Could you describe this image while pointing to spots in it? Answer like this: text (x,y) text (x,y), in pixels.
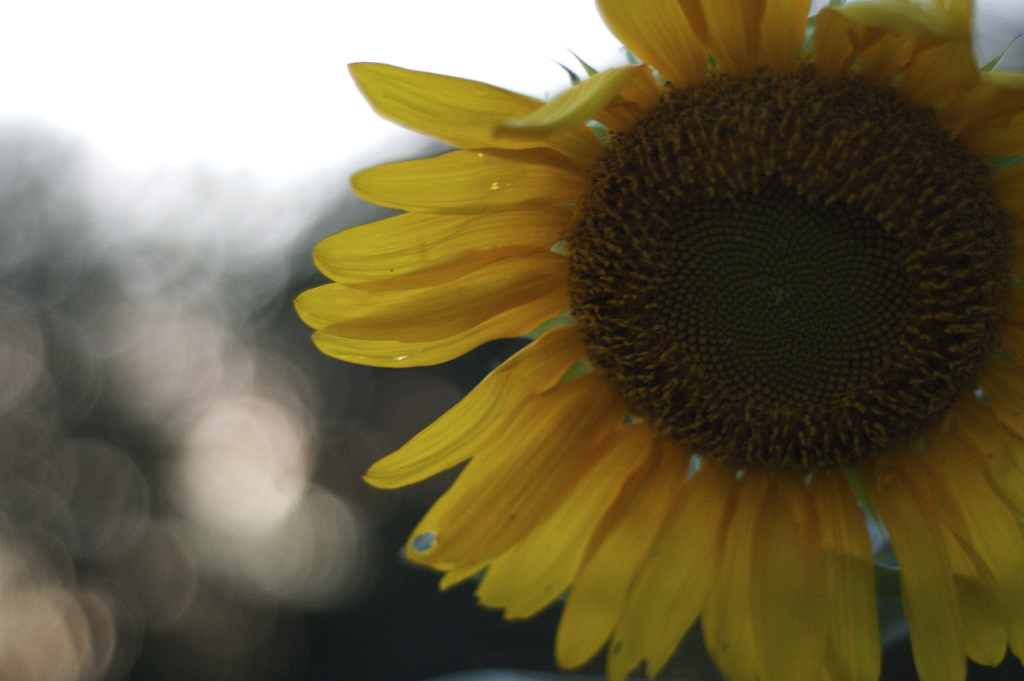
In this given picture, We can see a sunflower (829,331).
